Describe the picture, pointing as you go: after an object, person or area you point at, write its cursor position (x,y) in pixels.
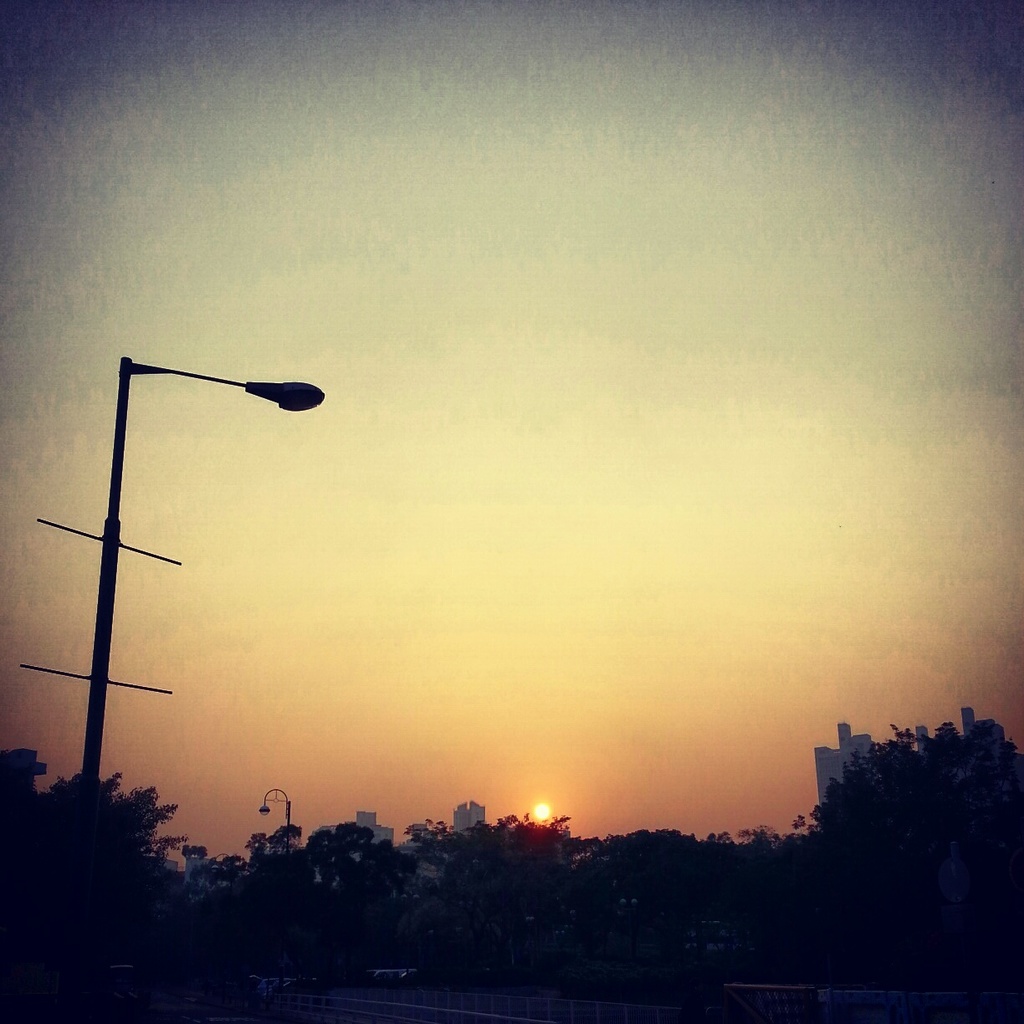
We can see trees (573,847) and lights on poles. In the background (883,735) we can see buildings (838,753), sky (479,774) and sun (542,806).
